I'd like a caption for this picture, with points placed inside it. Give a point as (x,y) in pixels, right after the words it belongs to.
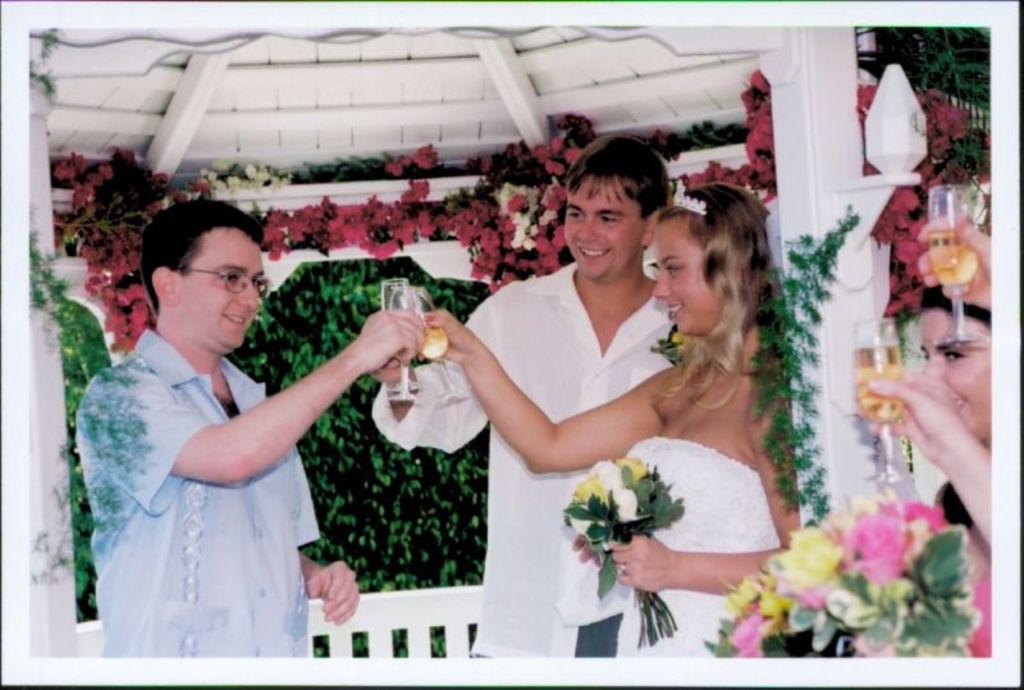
In the center of this picture (664,386) we can see the group of people (697,409) holding the glasses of drinks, smiling and standing and we can see the bouquets (762,579). In the background (489,227) we can see the flowers (400,230), green leaves (385,447), railing (463,599) and some other objects (854,149).
